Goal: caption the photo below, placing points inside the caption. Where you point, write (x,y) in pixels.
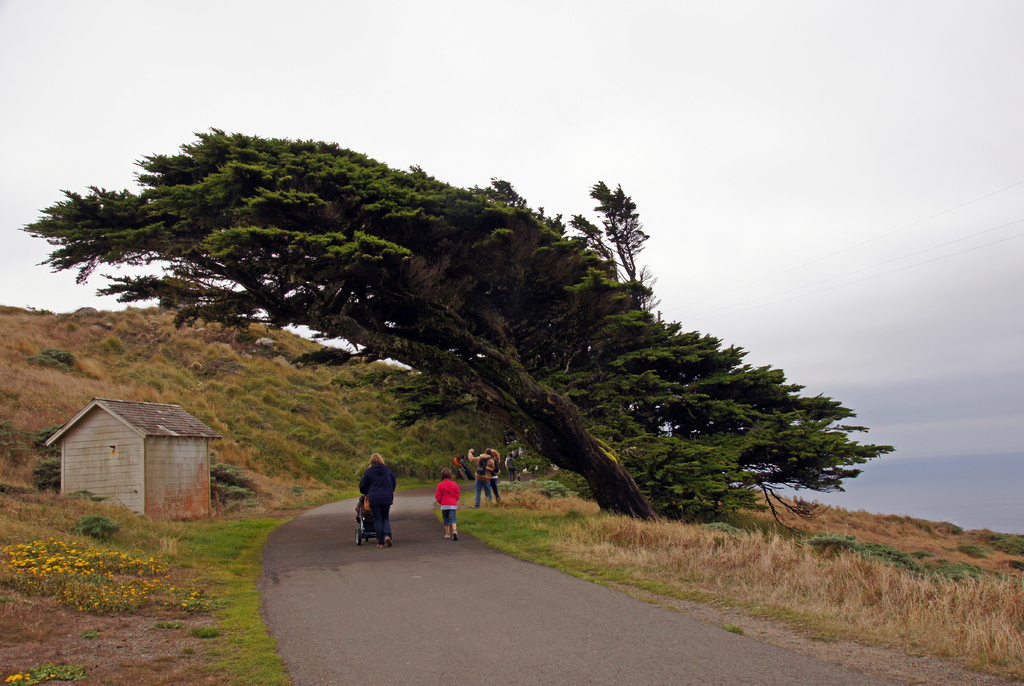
There is a road (398,560). On that two people (381,479) are walking. One person (387,492) is pushing a stroller (362,521). On the sides of the road (427,489) there are grasses (689,564) and flowers (145,586). Also there is a small house (134,432) on the left side (122,454) and trees (592,387) on the right side (707,371). Two persons (492,488) are standing on the side of the road (349,529). In the background (689,216) there is sky (812,208).
